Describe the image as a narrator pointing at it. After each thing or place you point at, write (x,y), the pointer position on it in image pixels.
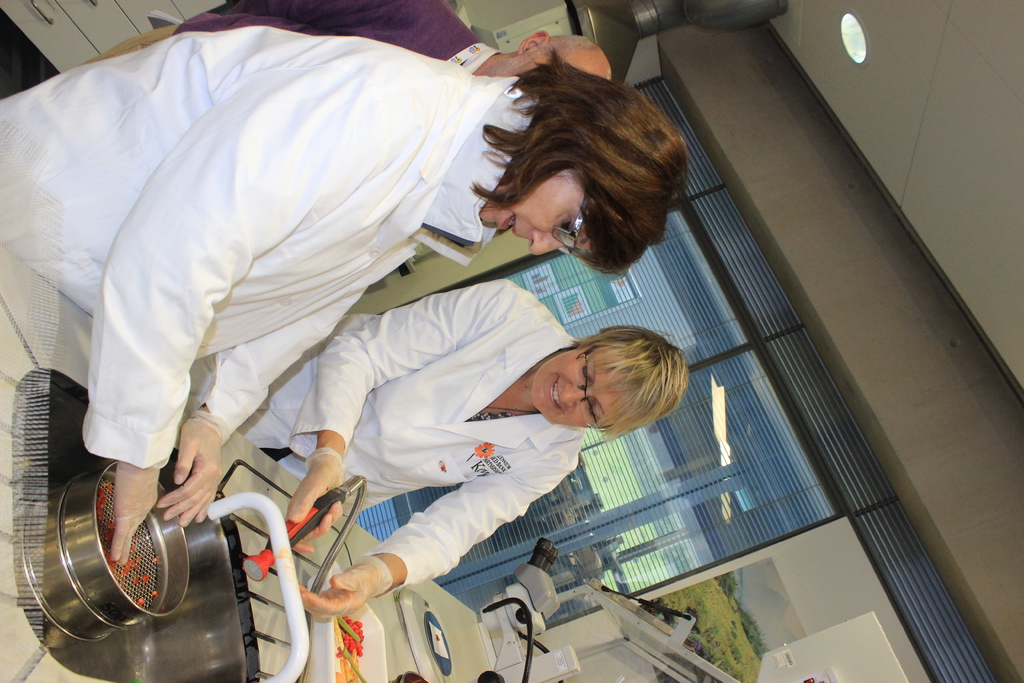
In this picture we can see three person (520,374) standing, at the left bottom (193,647) we can see a washbasin (164,634), there are bowls (111,609) here, a woman (428,464) on the right side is holding something, in the background (740,398) we can see window blind (755,494), there is a light (858,40) at the top of the picture (842,36), at the right bottom (740,616) there is a portrait (744,627), at the left top (90,18) we can see drawers (75,19).
